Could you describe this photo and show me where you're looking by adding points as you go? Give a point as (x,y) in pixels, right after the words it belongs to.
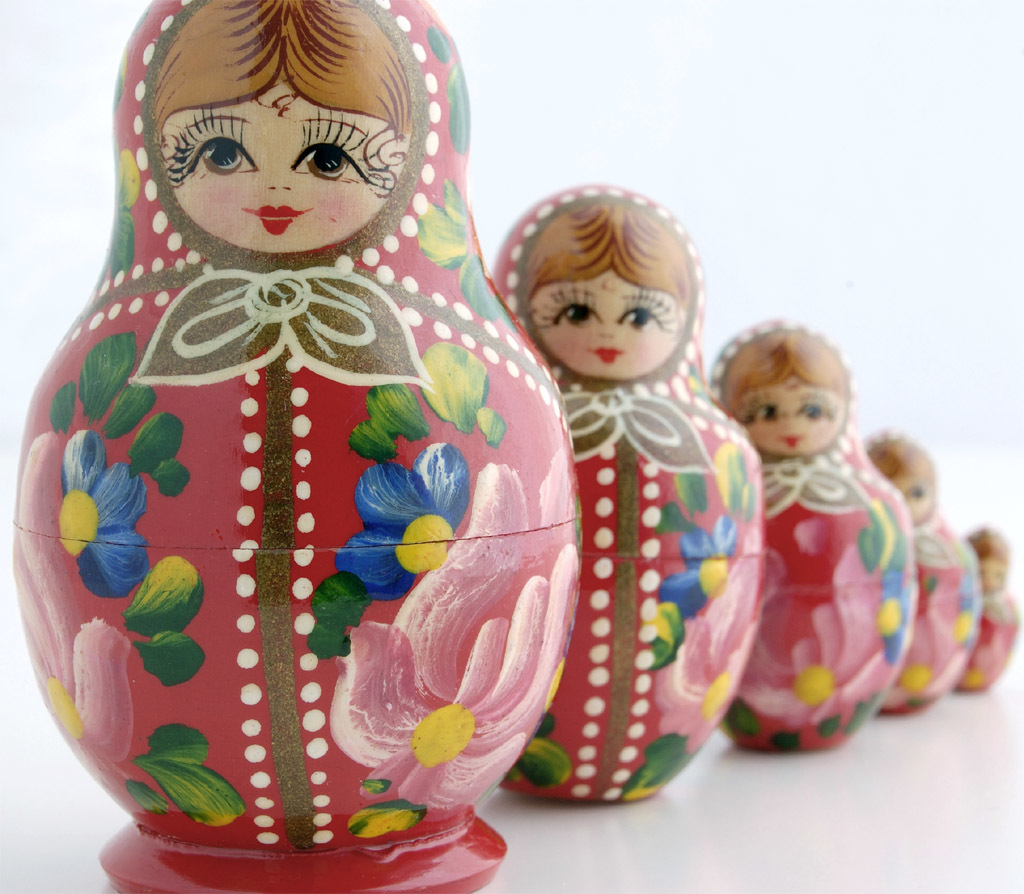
In this image we can see five toys (583,466). On the toys (529,412) we can see the painting (514,371). The background of the image (37,119) is white.
